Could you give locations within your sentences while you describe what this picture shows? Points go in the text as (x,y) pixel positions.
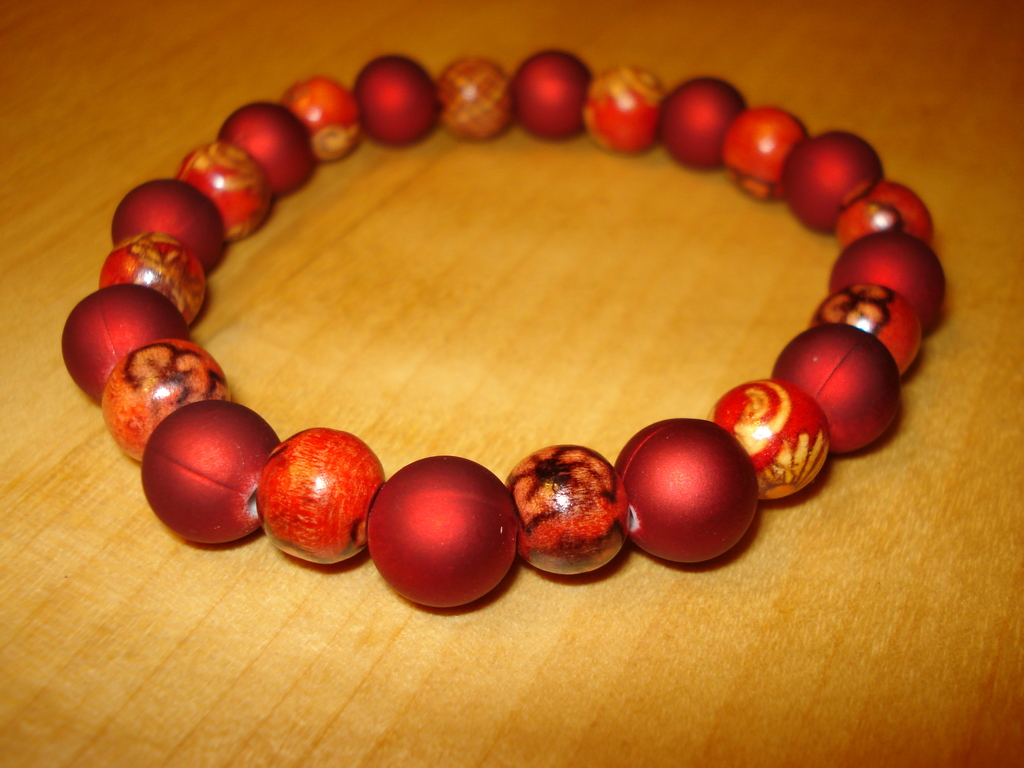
In this image there is a bracelet (194,345) is kept on a wooden floor (515,349) as we can see in the middle of this image (633,380).
